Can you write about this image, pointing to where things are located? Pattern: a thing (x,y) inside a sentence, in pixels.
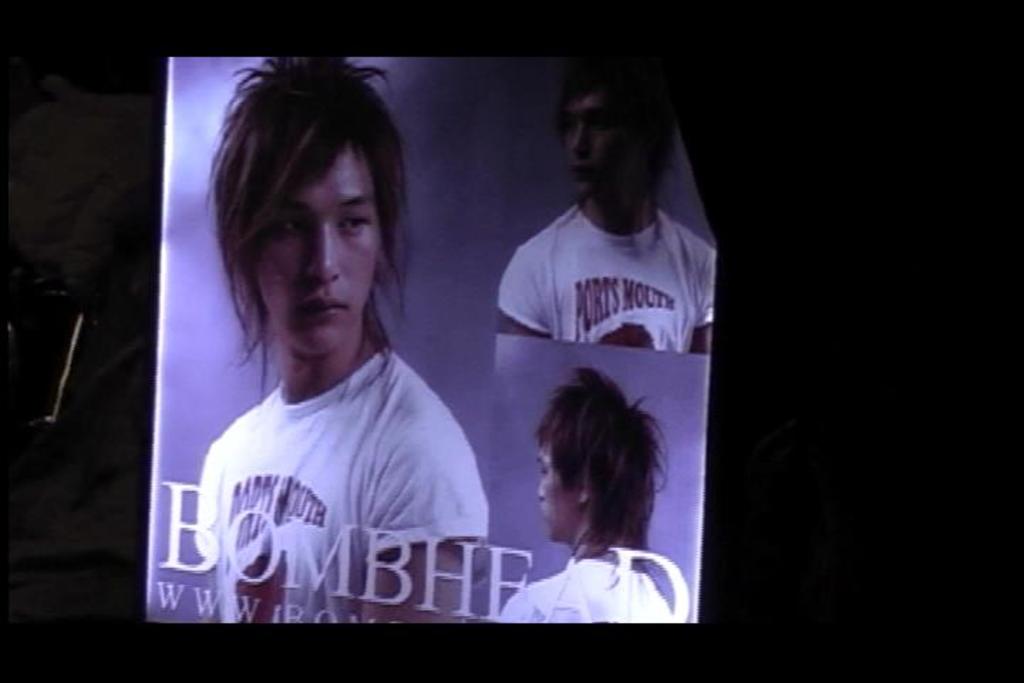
In this picture, we see a poster (285,306) or a banner (314,378) containing the photos (407,446) of a man (464,442) who is wearing the white T-shirt (301,476). At the bottom (345,531), we see some text (429,559) written. In the background (109,348), it is black in color. This picture might be clicked in the dark.
